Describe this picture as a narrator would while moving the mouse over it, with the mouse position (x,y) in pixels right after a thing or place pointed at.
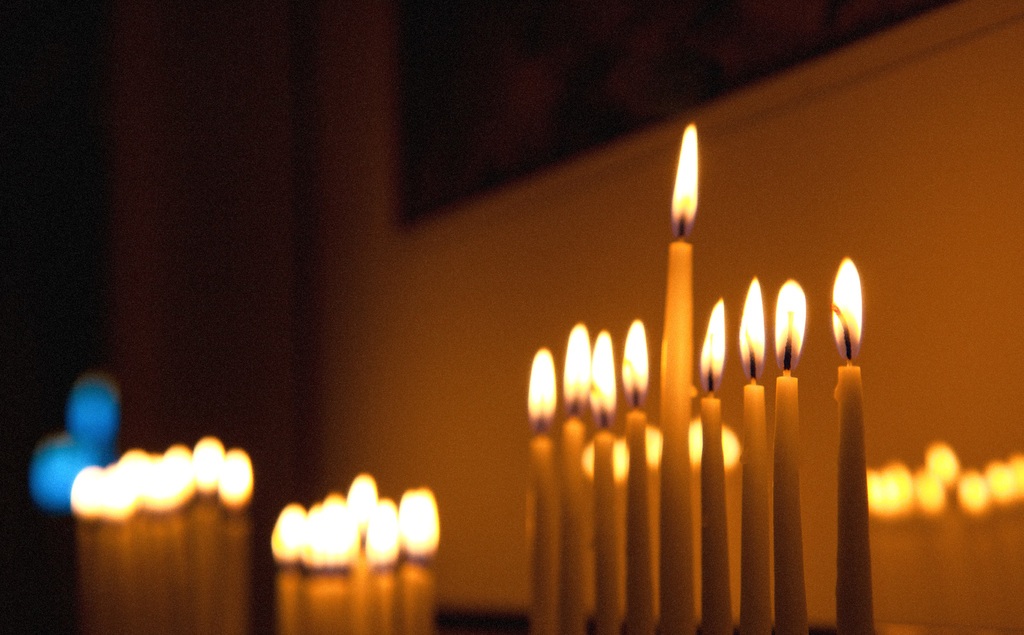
At the bottom of the picture (659,486), we see candles (340,559) which are lighted. Behind that, we see a white wall (721,257) on which a photo frame (535,152) is placed. On the left side (228,203), it is black in color. This picture is clicked in the dark.
